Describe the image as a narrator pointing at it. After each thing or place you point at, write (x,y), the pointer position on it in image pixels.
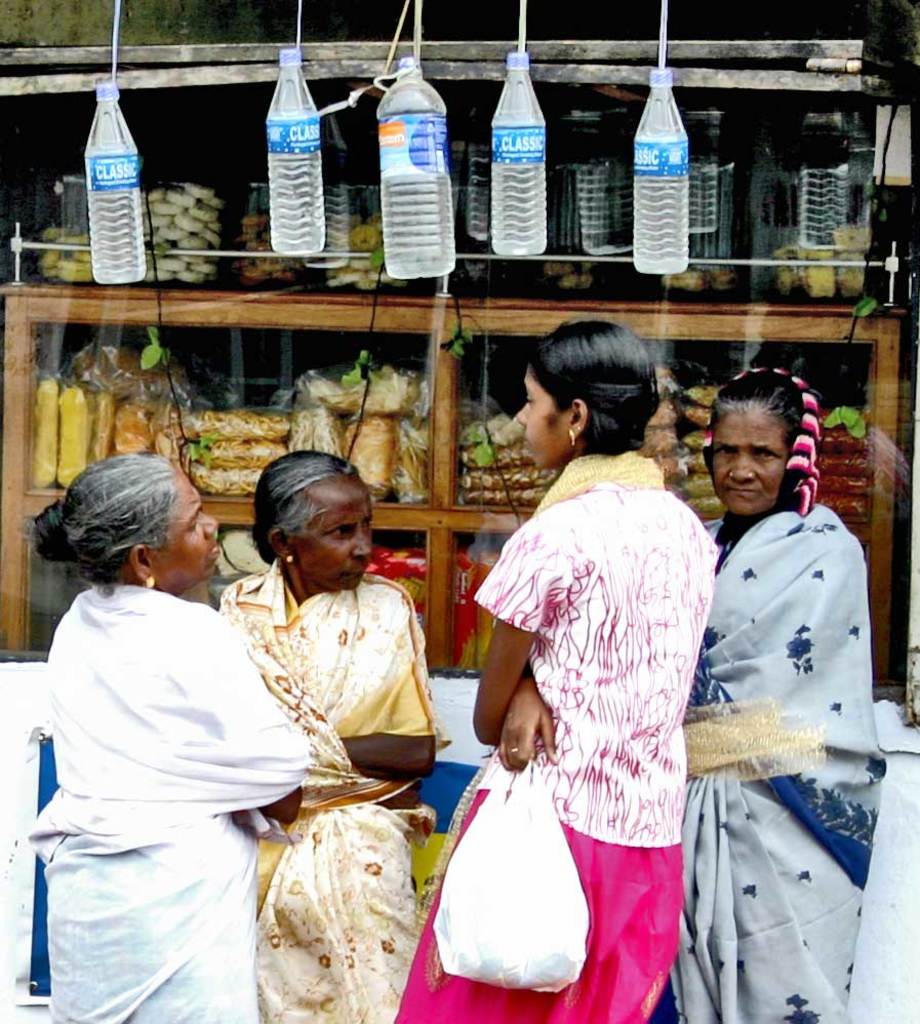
In this image i can see four women (682,570) standing at the back ground (638,246) i can see five bottles (638,261) hanging and a food (343,448) in a cupboard (235,362).
